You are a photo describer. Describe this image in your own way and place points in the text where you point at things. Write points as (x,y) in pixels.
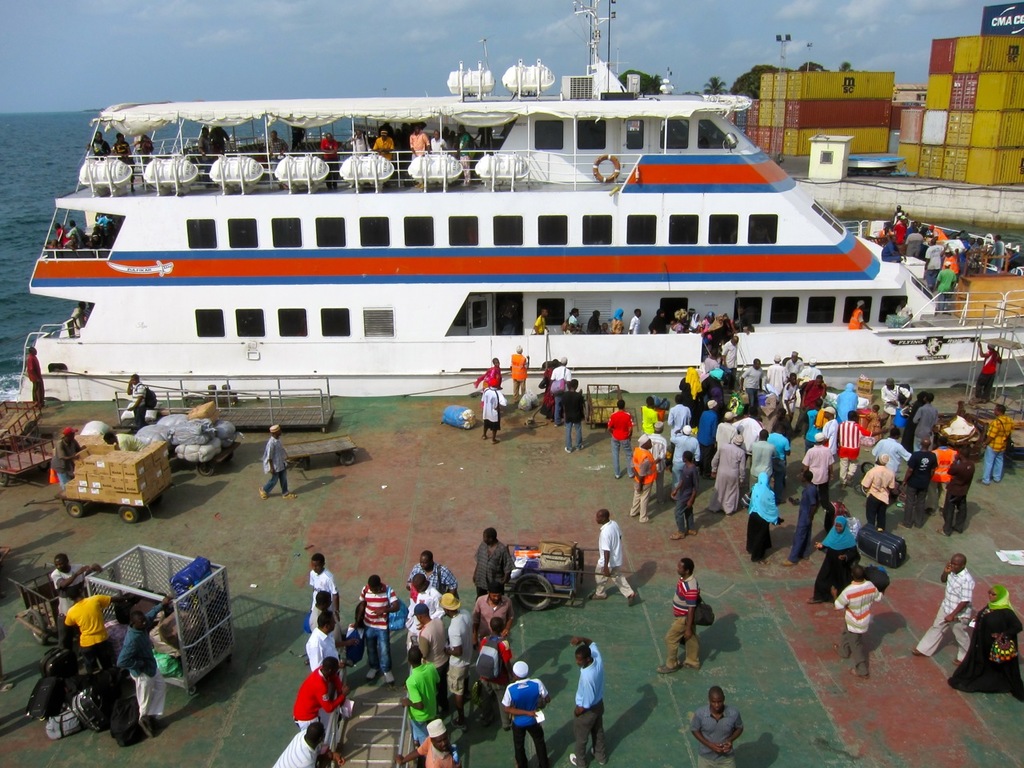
In this picture we can see a ship (271,343) on the water (3,350) with some people (935,273), swim tube (608,180) on it and on the ground (354,581) we can see a group of people (515,717), carts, bags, boxes (128,465), some objects (897,419) and in the background (778,96) we can see containers (886,128), trees (644,86) and the sky (432,58).
